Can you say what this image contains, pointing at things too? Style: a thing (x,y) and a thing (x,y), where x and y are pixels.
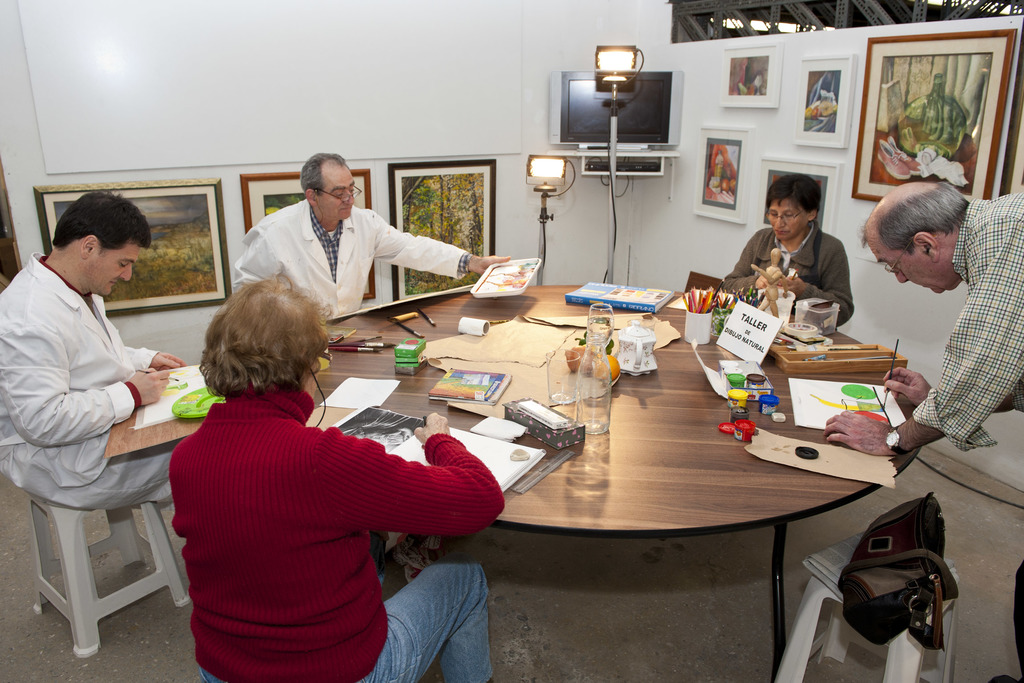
In this picture we can see a group of people (389,245) sitting on stool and one person (1000,355) is standing and doing some activity and in front of them there is table (388,323) and on table (400,333) we can see bottle (578,387), glass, box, tray (526,284), paint boxes (733,411) and in background (406,102) we can see wall (328,106), frames (430,162), television (569,111), light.
